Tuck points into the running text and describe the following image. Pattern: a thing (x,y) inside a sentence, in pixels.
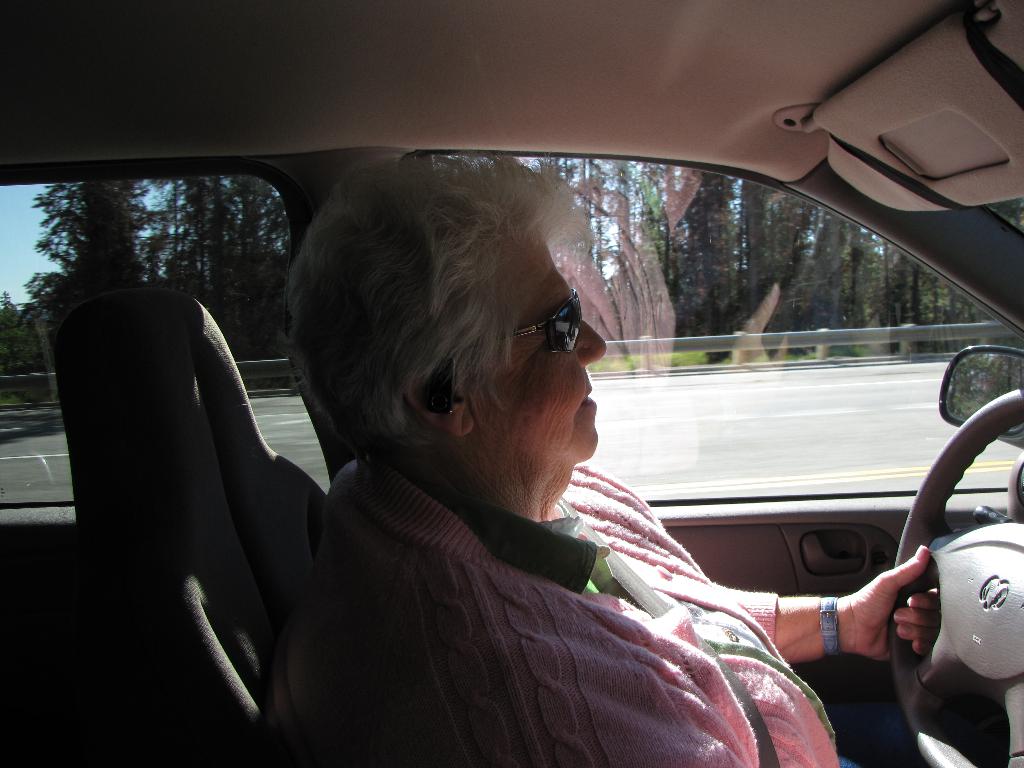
In this picture, we see a woman (604,613) in the pink sweater (511,683) is driving the vehicle (855,577). Beside her, we see the glass (625,419) and the mirror (1001,367). Beside that, we see the road (744,376) and the road railing (669,344). There are trees (758,297) in the background (142,232) and we even see the sky (3,244).
